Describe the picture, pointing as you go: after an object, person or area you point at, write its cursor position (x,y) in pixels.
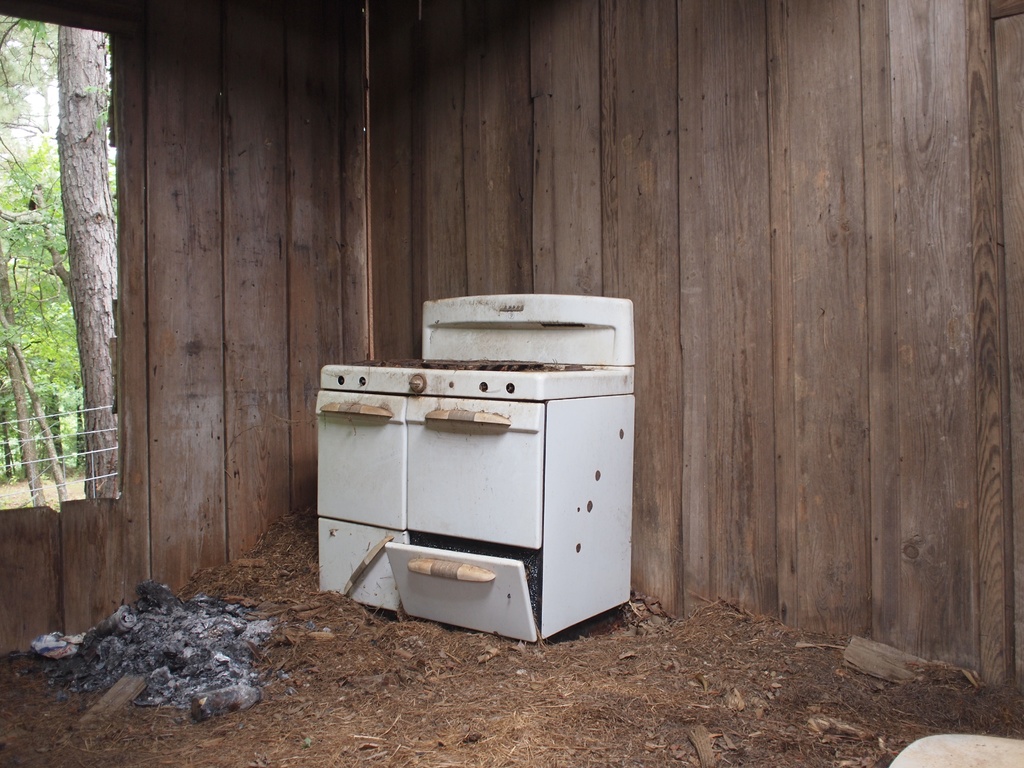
In the image in the center (430,429) there is an electric stove (471,474). In the background (479,206) there is a wooden wall (587,162) and trees (79,279).
